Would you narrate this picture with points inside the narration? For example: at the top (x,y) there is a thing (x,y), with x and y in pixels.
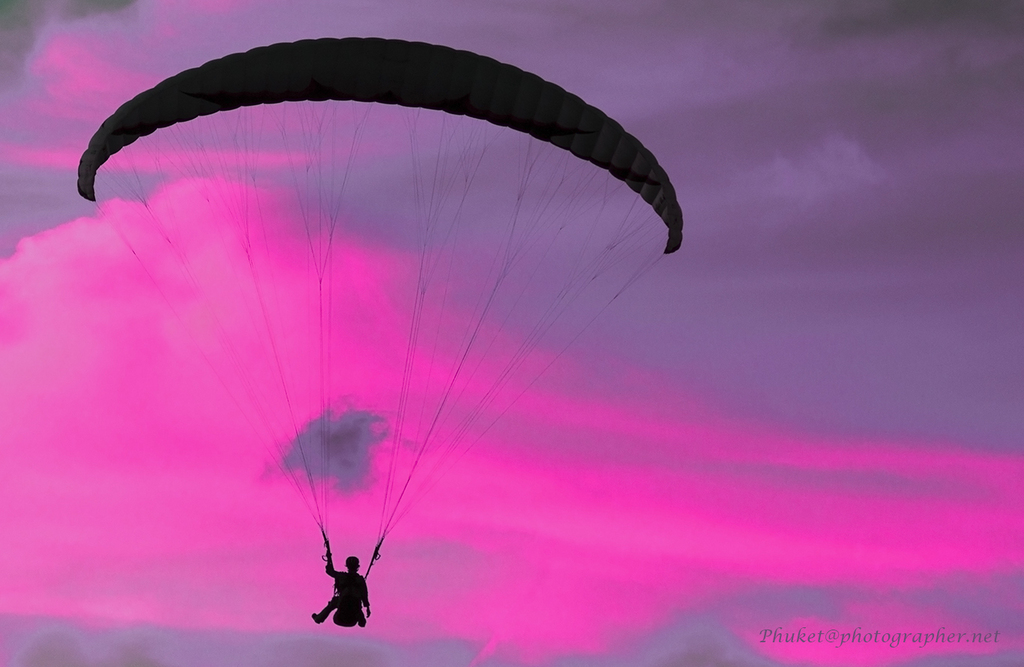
In the foreground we can see a person (332,569) is sitting and a text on bottom right corner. In the middle of the image (402,385) we can see some threads (437,145), pink clouds (387,385) and purple sky (701,395). On the top of the image (645,106) we can see parachute (510,90) and sky (601,60).
